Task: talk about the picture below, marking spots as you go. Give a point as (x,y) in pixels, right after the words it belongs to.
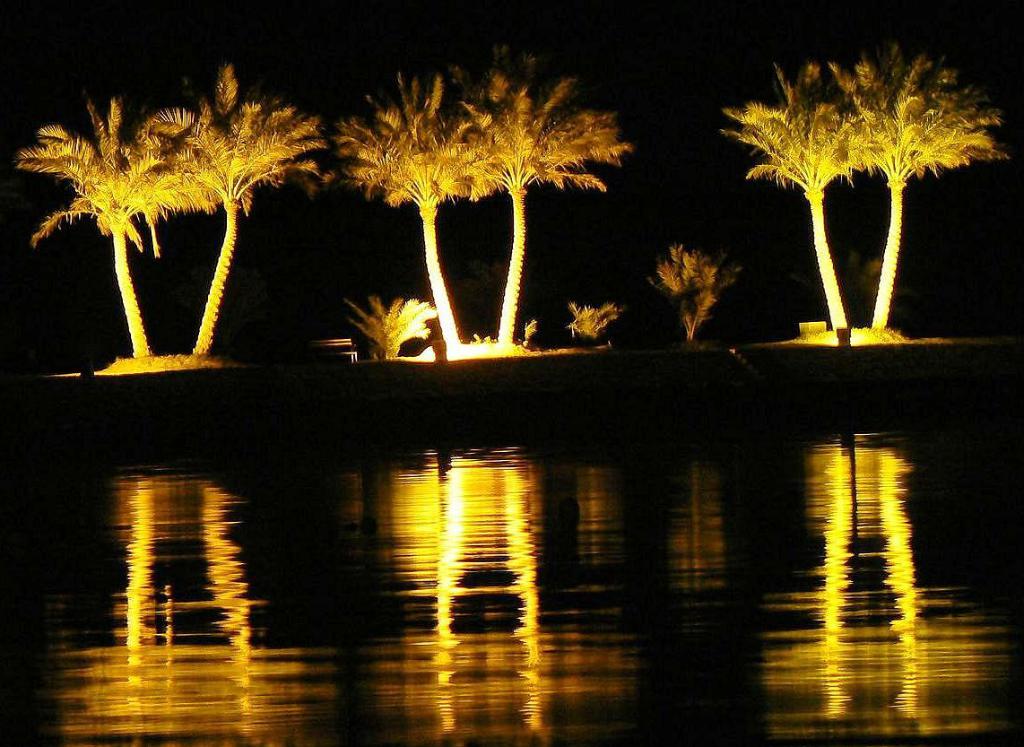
In the foreground of this image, there are trees (585,181) and plants (693,324) placed side to a river (551,596) and this picture is taken in the dark.
